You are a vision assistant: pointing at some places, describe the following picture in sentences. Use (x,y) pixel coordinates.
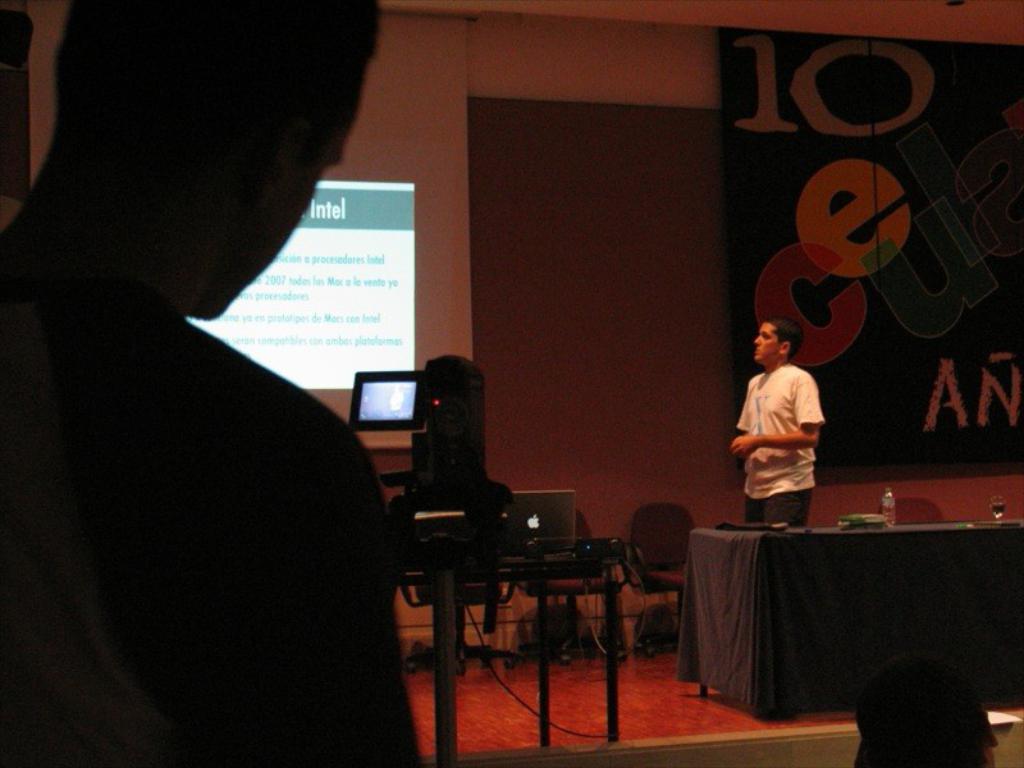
In this image we can see a person (760,438) standing on the stage (633,692). Beside him there are chairs (581,537), laptop (555,528) and camera (430,412). We can see a screen (363,293) at the background (360,240). There are two people (878,747) at front of the image and on stage (676,709) there is a table (928,595) where water bottle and glass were placed on it.
